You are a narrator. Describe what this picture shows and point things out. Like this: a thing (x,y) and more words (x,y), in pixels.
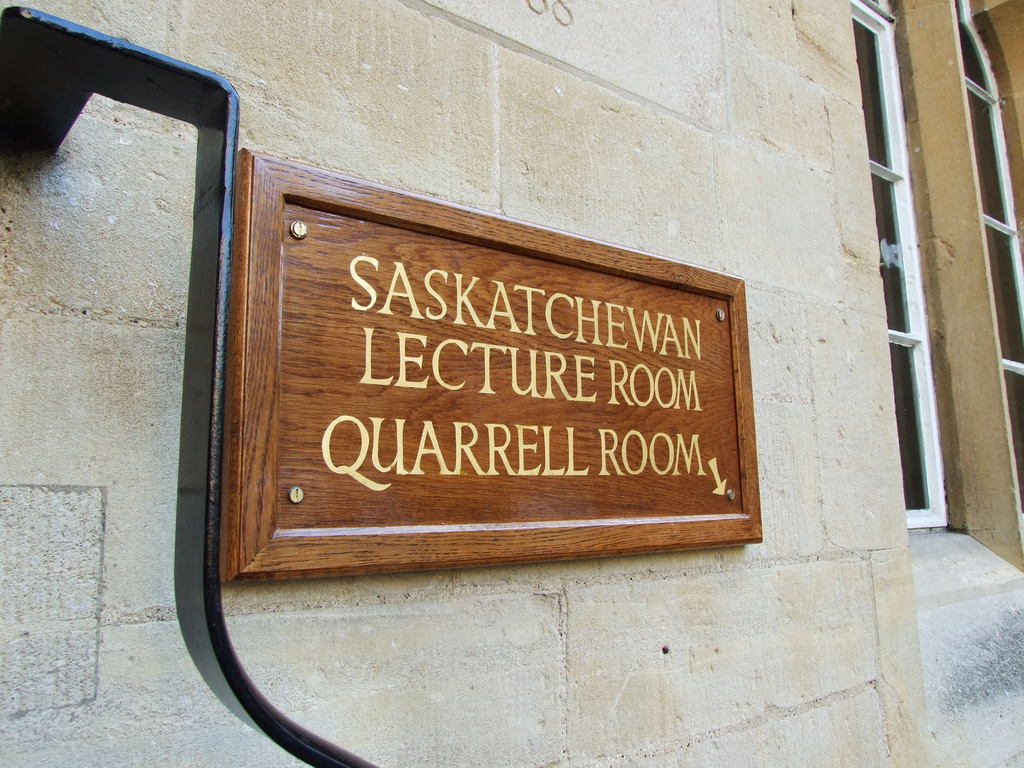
In this image there is a name board (471,376) attached to the wall (961,442) having windows (924,439). Left side (18,76) there is a metal rod (155,57) attached to the wall (141,34).
